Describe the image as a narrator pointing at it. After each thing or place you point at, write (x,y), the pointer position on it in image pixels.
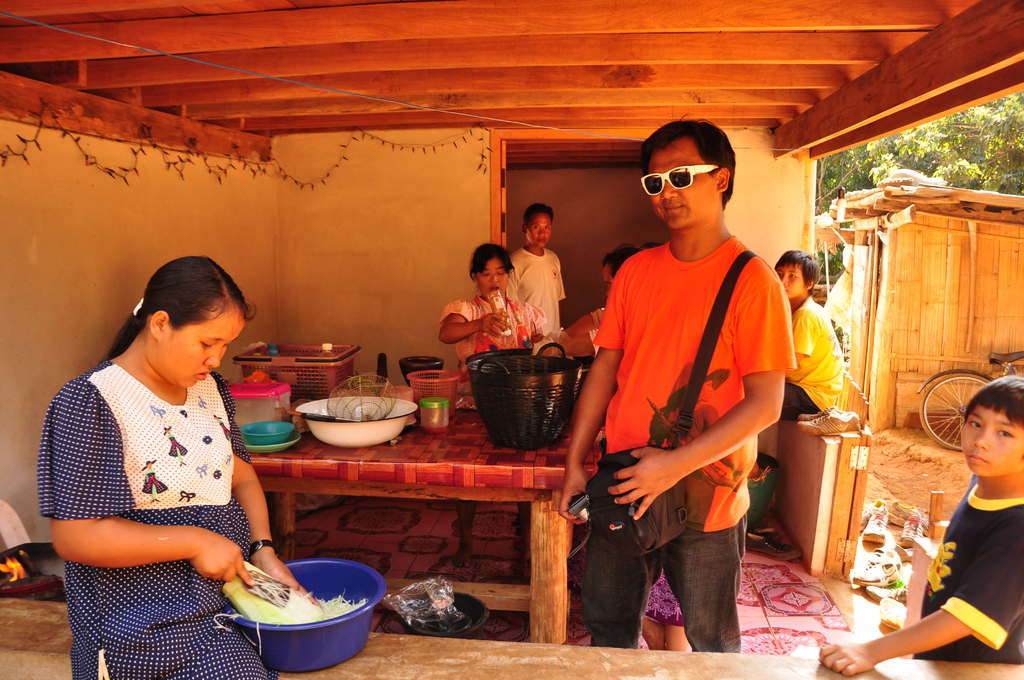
In the image there is a girl (158,436) sitting on a bench (375,664) in the foreground (301,608) and she is grating some vegetable (292,595) in a tub (327,576), behind her there is a table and on the table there are some baskets (436,376) and other objects (361,413), around the table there are few people (713,395) standing and in the background (351,302) there is a wall (739,135), beside the wall (739,135) there is a door (512,194) and on the right side (856,176) there is a cycle (951,392) and tree (936,153).
